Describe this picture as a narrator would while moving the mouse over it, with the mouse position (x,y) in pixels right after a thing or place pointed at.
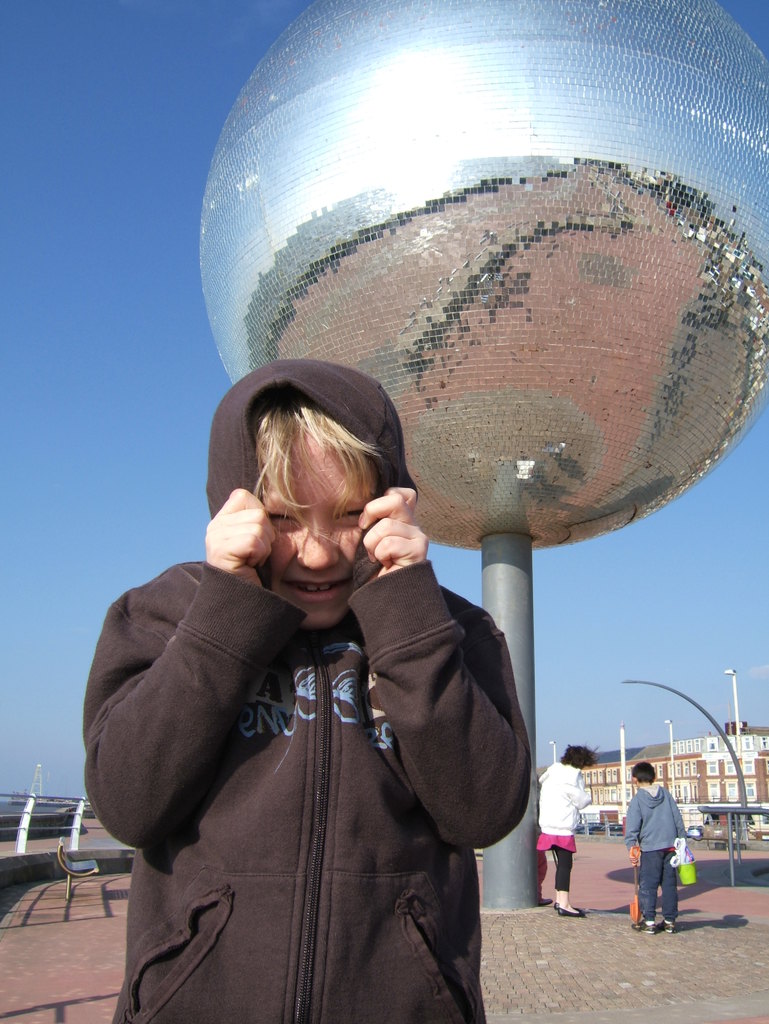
This is an outside view. Here I can see a person (245,758) wearing a jacket (276,694), standing, smiling and giving pose for the picture. In the background (488,86) there is a spherical structure (475,194). Under this two persons (653,892) are standing. On the left side (27,817) there is a railing (18,829). In the background (639,750) there is a building (704,763) and few light poles (737,701). At the top of the image (109,203), I can see the sky (109,263) in blue color.
